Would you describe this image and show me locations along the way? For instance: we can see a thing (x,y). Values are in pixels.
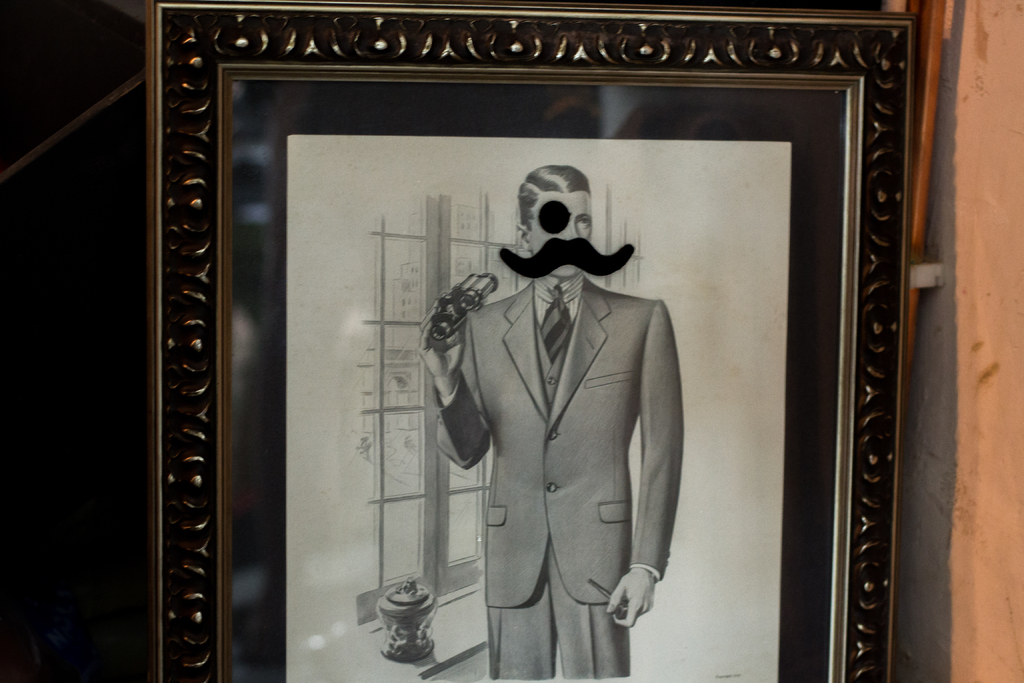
In this image there is a photo frame (839,305), in that frame (420,130) there is a black and white picture (544,413) of a man (547,548).
